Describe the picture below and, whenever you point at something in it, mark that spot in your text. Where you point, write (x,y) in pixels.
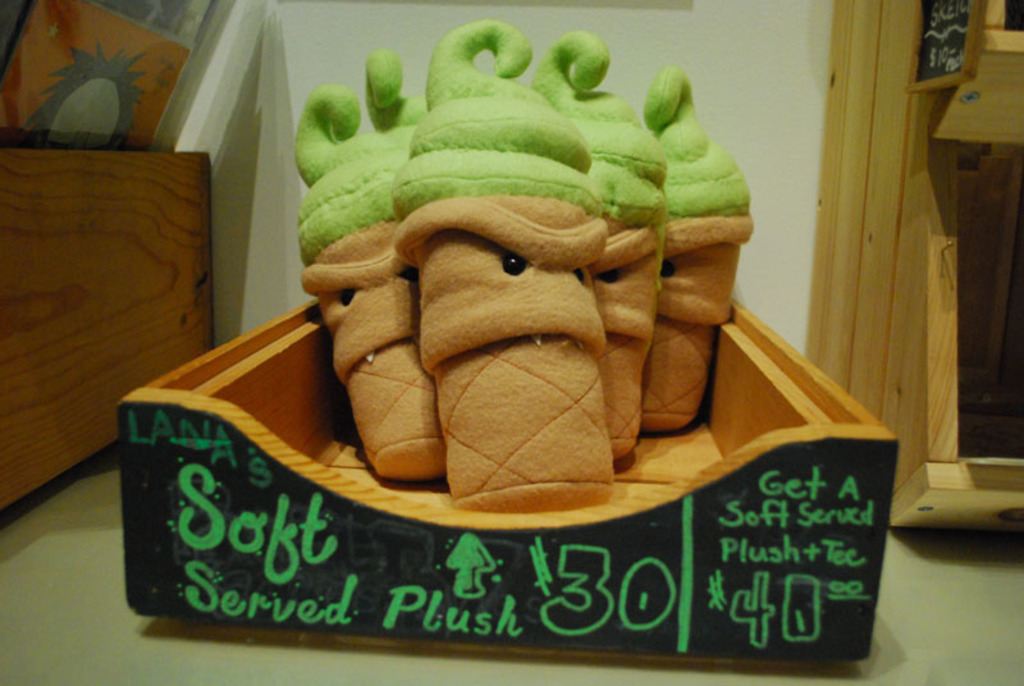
In this picture we can see toys (566,294) in the box (433,587) and this box (470,565) is on the platform (179,668) and in the background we can see the wall (719,33), wooden objects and a poster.
